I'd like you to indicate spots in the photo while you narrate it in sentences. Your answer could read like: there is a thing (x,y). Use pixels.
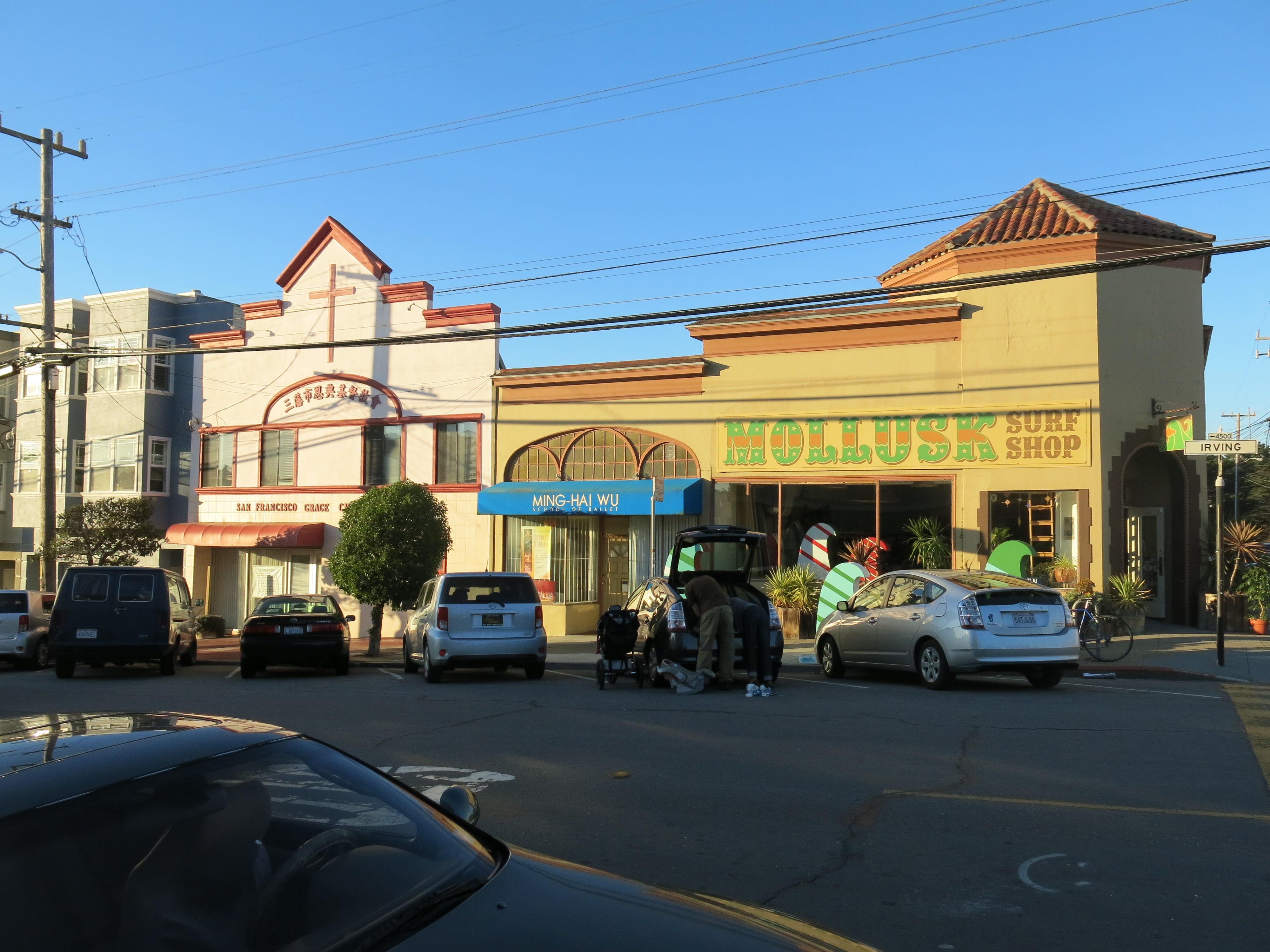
In this picture there are few buildings (515,447) which has few plants (355,536) and vehicles (466,656) parked in front of it and there is a pole (43,423) which has few wires (192,196) attached to it and a car (88,833) in the left corner (191,918).
